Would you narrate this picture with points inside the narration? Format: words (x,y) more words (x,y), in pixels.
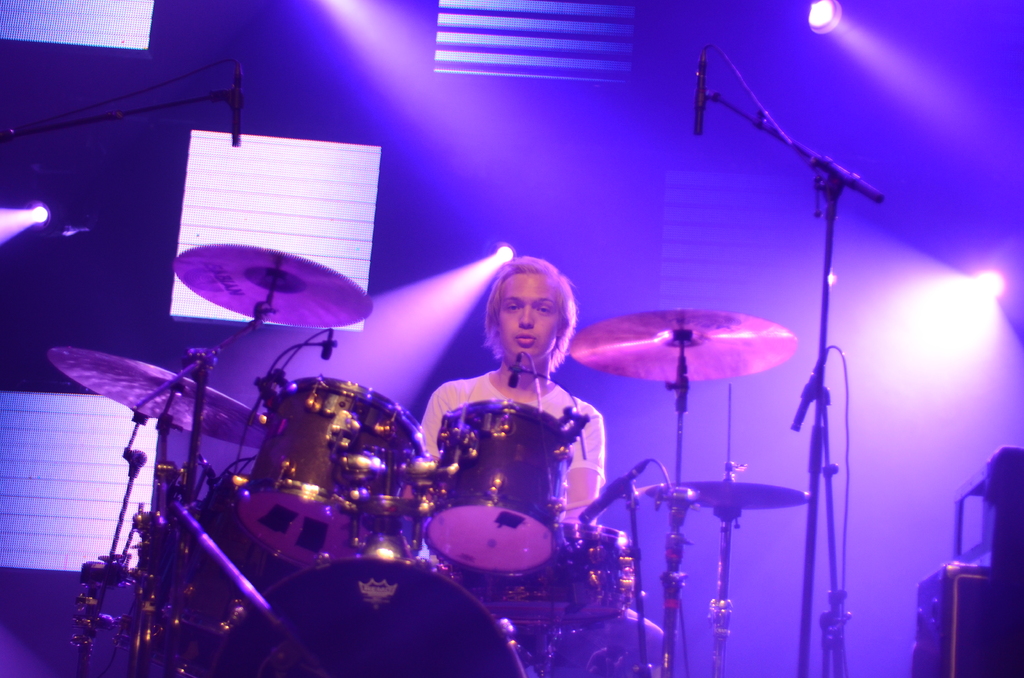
In the picture I can see a person (532,398) wearing white color T-shirt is sitting and there are drums (456,565) in front of her. Here we can see a mic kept to the stand (830,253). In the background (953,300), I can see show lights (922,321) which are in blue and in pink color.
